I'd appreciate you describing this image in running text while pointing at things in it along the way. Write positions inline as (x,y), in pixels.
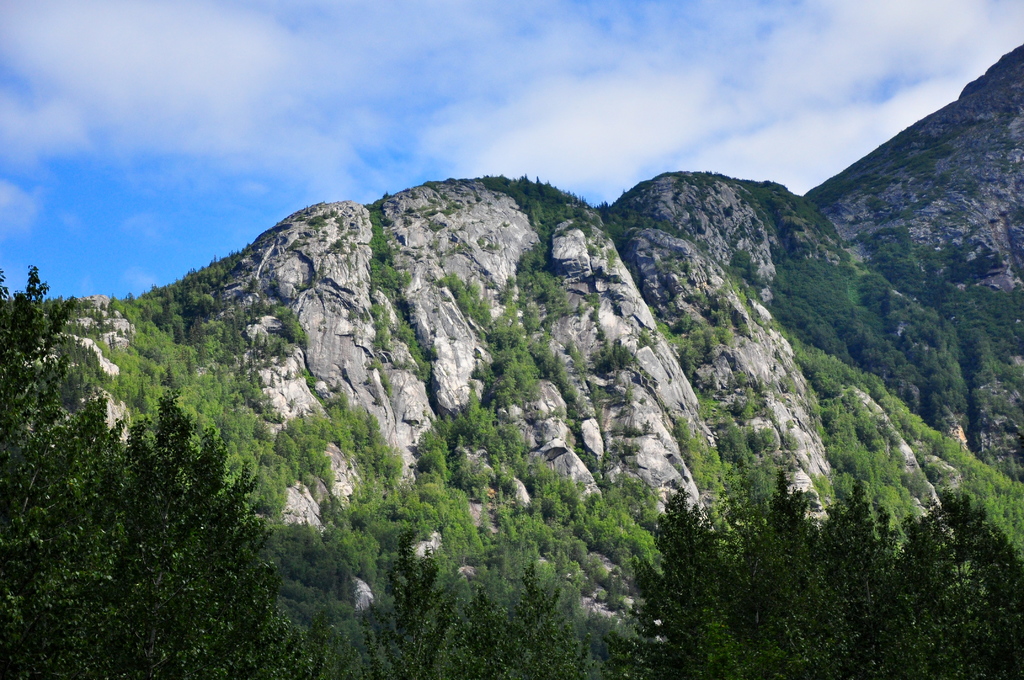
Here we can see mountains (804,289), there are some green color plants (565,494) and trees (716,602), at the top (276,161) there is a sky (310,114) which is in blue color and there are some clouds (240,107) in white color.
